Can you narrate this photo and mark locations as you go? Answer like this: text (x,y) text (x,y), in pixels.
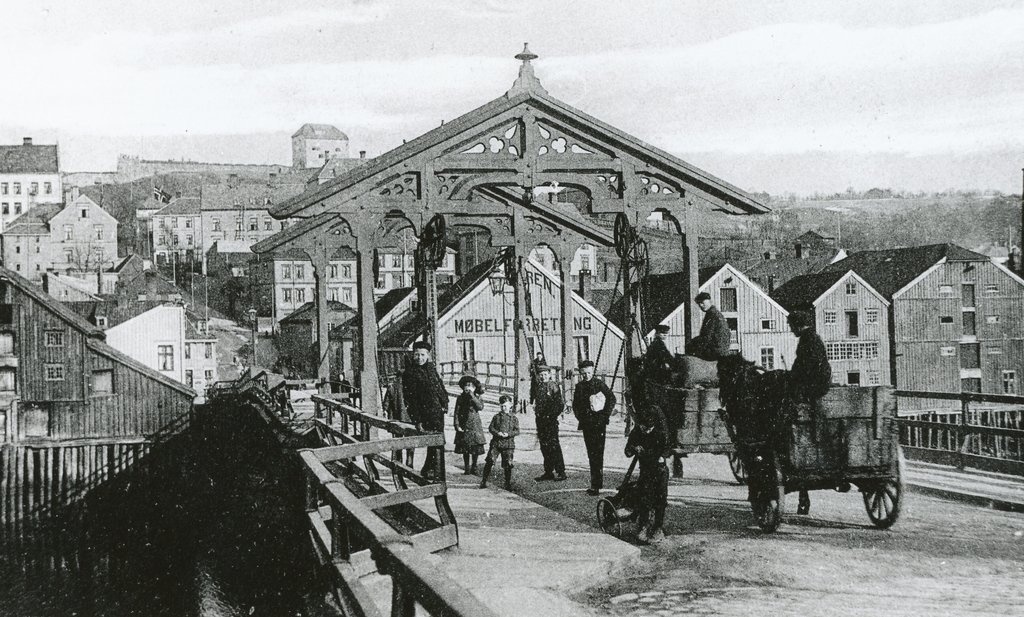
Here in this picture we can see houses (935,301) and buildings (300,146) present all over there and in the middle (360,225) we can see arch (514,256) present and we can see people (423,380) standing on the road (526,443) and in the middle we can see horse carts (853,453) present over there and we can see clouds (349,131) in the sky (1001,158).
